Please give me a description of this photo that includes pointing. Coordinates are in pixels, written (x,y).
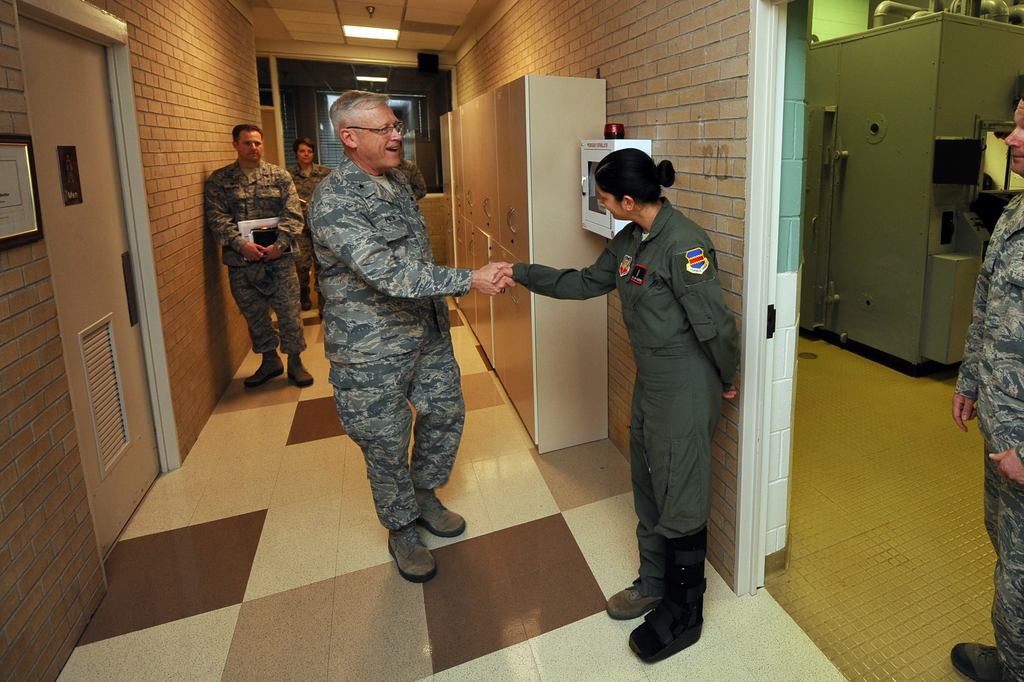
In this image there are two people (488,266) shaking hands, behind them there are two other people (283,205) standing in the corridor (291,184), beside them there is a locker (511,189), first aid kit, photo frame (14,217) on the wall (209,260) and there is a closed door (114,230), on the right side of the image (985,278) there is a person (980,284) standing, behind the person (1000,288) there is machinery equipment (837,236).
